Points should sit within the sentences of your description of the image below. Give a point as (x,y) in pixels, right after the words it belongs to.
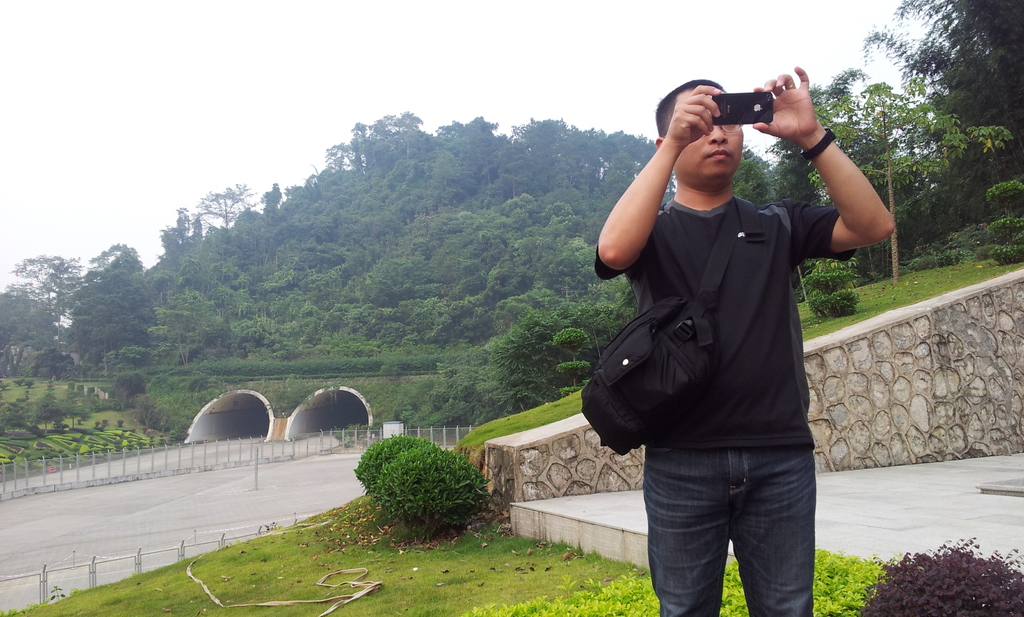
On the right side of the image (767,293) a man (634,228) is standing and holding mobile (757,119) and wearing bag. In the background of the image (425,254) we can see trees (353,341), tunnels (318,395), plants (84,442), grass (117,430). At the bottom of the image (188,528) we can see bushes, grass (219,565), road (235,525), fencing (261,456), pole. At the top of the image (252,52) we can see the sky (305,95). On the right side of the image (986,423) we can see the wall (951,360).
